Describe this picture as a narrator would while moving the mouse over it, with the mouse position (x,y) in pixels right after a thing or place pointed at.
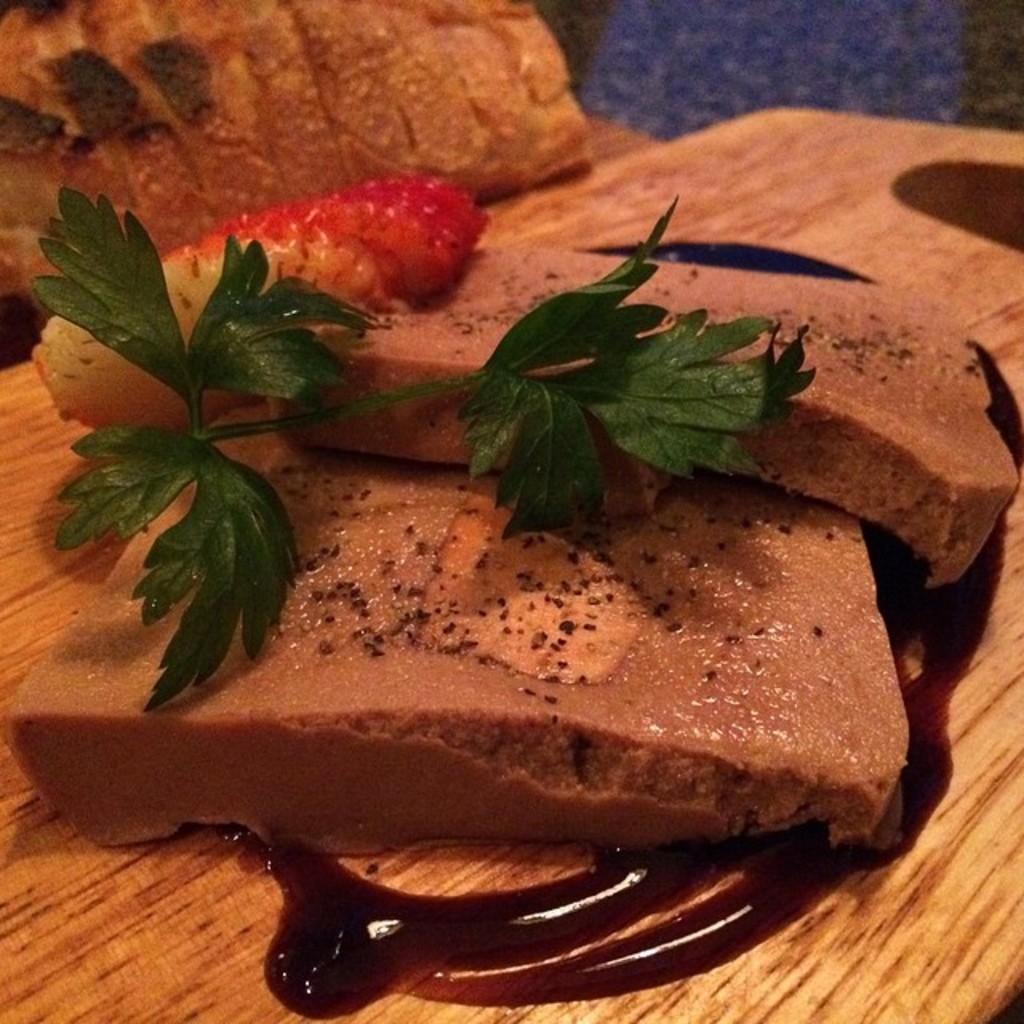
In this picture we can see some food items (504,459) on a wooden surface (853,216).
